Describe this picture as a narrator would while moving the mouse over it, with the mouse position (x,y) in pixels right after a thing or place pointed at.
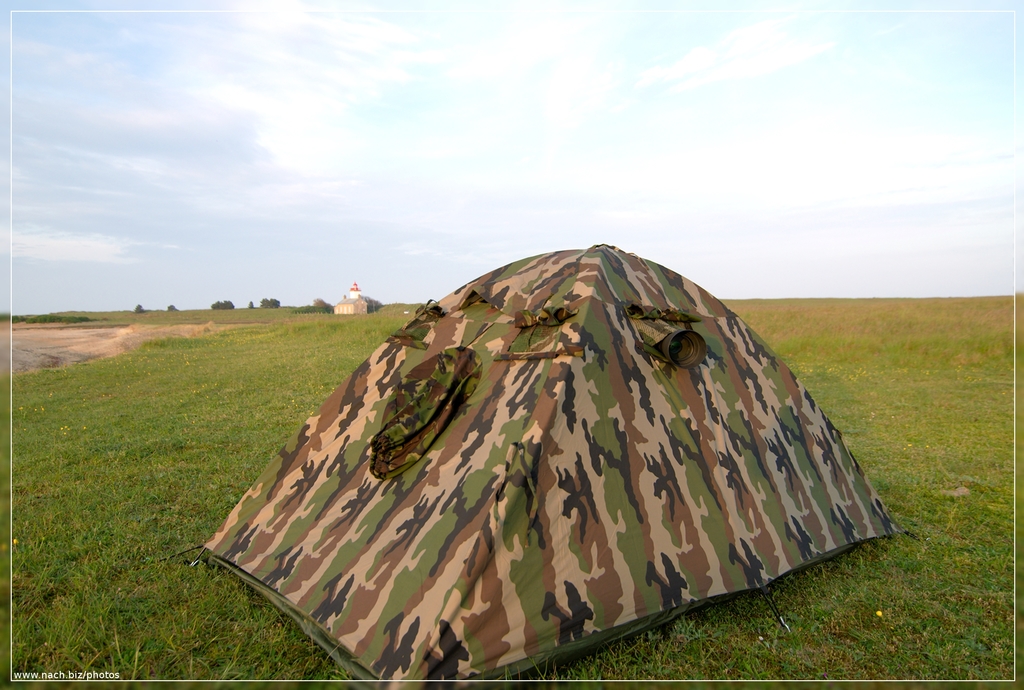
This image consists of a tent (620,522). At the bottom (120,592), there is green grass (166,503) on the ground (162,501). At the top (335,25), there are clouds (318,31) in the sky (243,31).
